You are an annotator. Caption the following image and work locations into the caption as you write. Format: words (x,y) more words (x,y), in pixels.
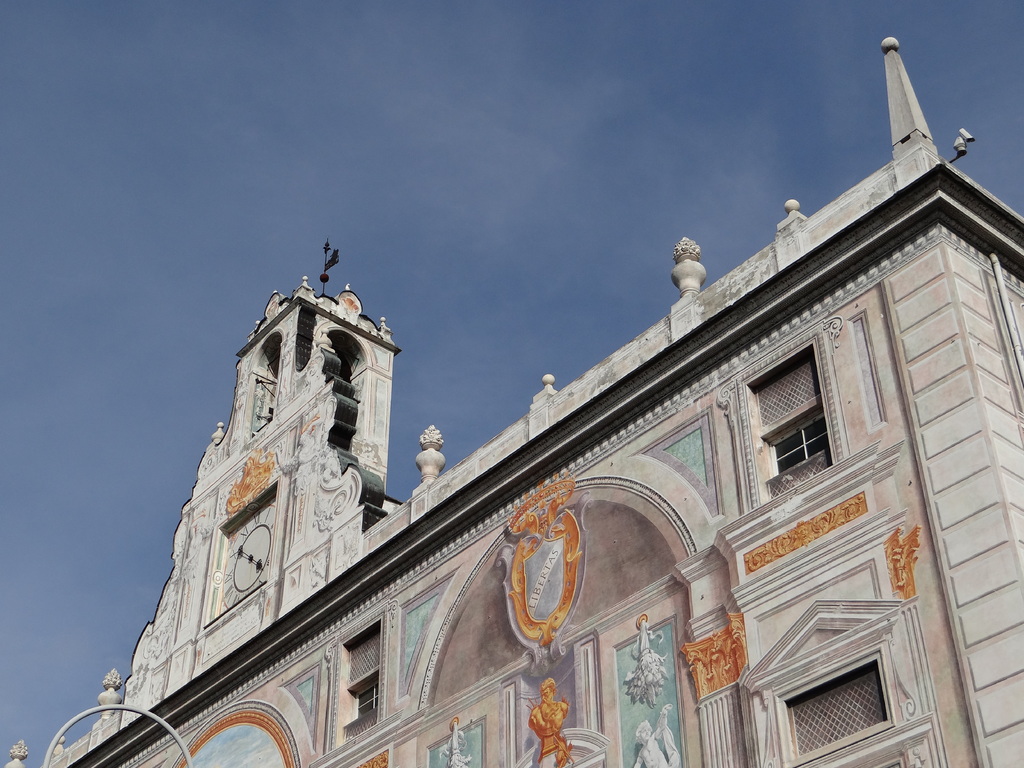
Here in this picture we can see a palace (203,641) present over there and in the middle of it we can see a clock (251,551) present and we can see windows (362,662) on it and we can also see clouds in sky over there.
